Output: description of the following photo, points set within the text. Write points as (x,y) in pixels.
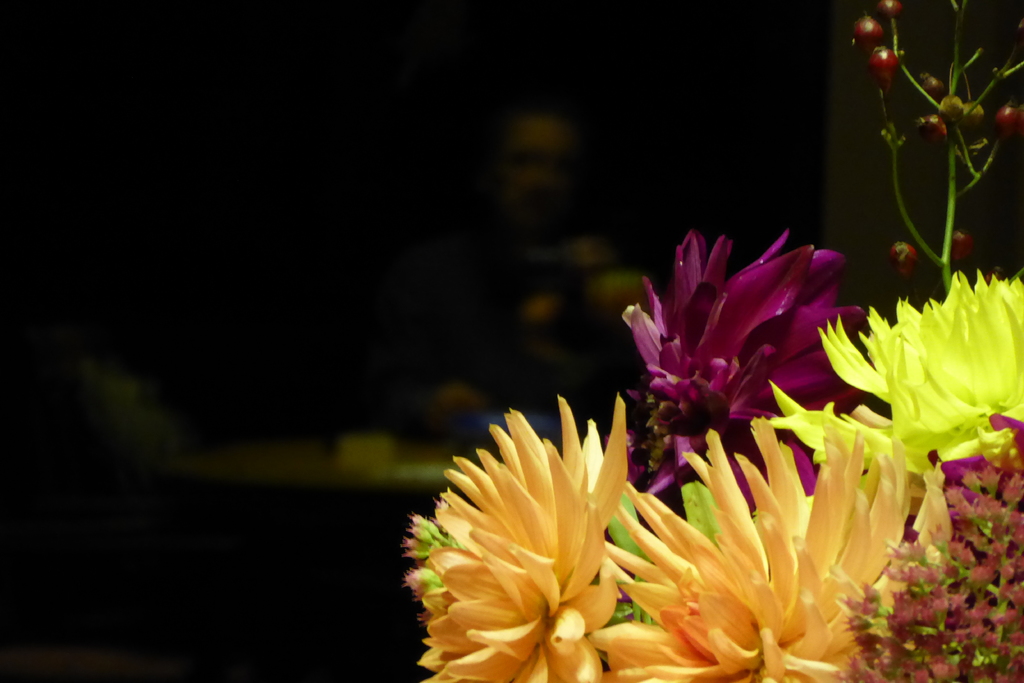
In this picture we can see some flowers (805,408) in the front (683,387), it looks like a person (592,273) in the background (608,237), there is a dark background (17,381).
